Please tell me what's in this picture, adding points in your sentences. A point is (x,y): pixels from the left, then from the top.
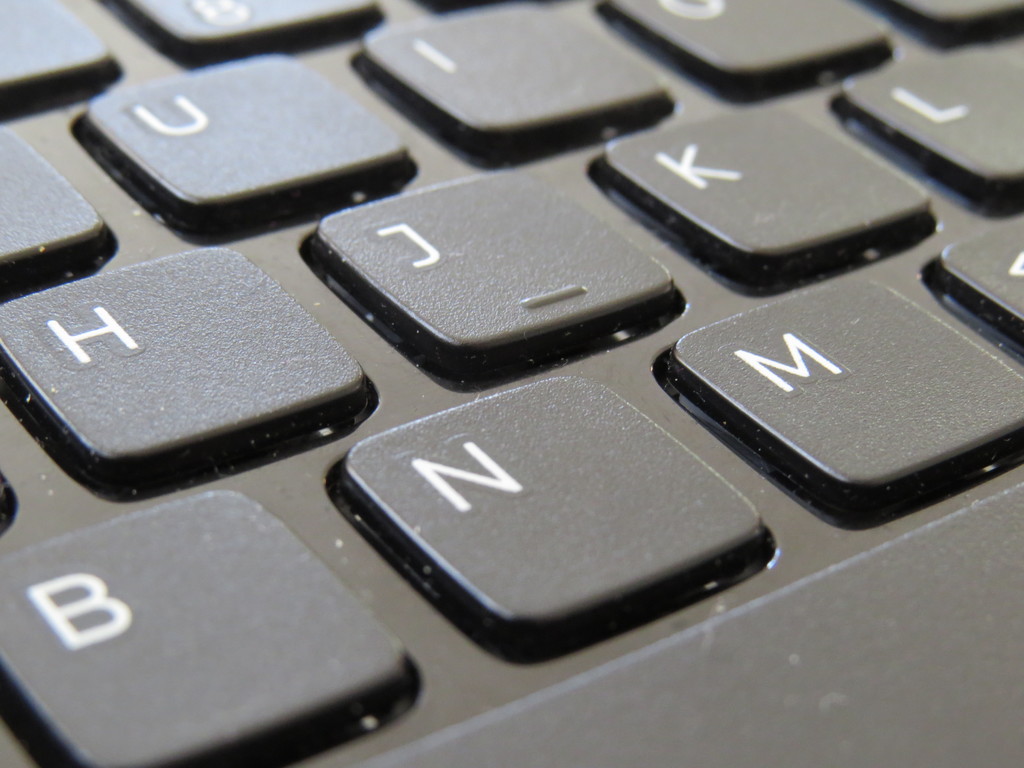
In this image, we can see a keyboard (801,569) with some letters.
